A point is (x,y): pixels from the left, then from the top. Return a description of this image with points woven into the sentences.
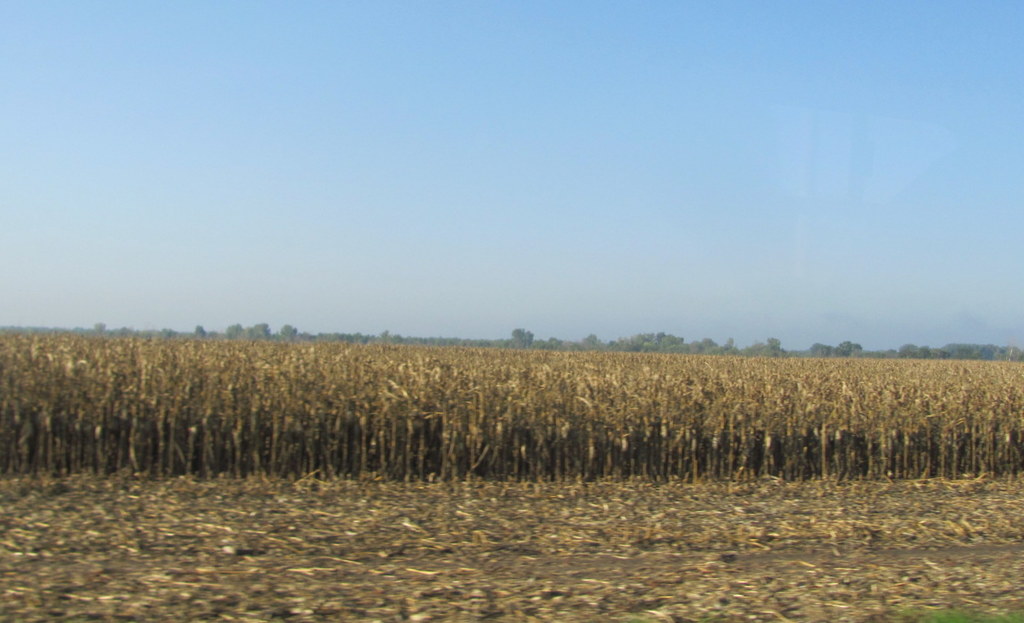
In this image we can see the crops (450,391), trees (1017,349), and the sky (393,191).
